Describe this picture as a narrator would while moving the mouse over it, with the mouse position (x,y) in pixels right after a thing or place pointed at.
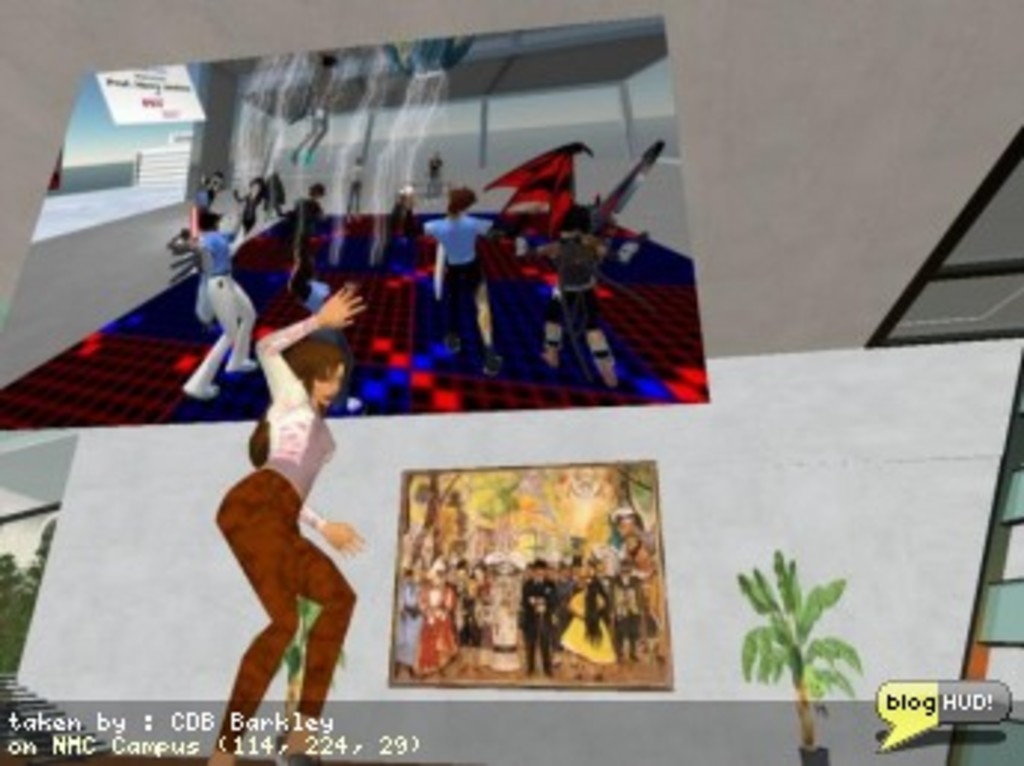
This is an animated image. On the bottom left (194,734), there is a watermark (114,723). On the bottom right (966,702), there is a watermark (984,695). On the left side (286,454), there is a woman (299,469) dancing on a floor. In the background (612,566), there is a photo frame (589,476) on the white wall (747,462), there is a pot plant (777,658) and there is an image (469,151) in which, there are persons (594,329) on a floor (606,321).
